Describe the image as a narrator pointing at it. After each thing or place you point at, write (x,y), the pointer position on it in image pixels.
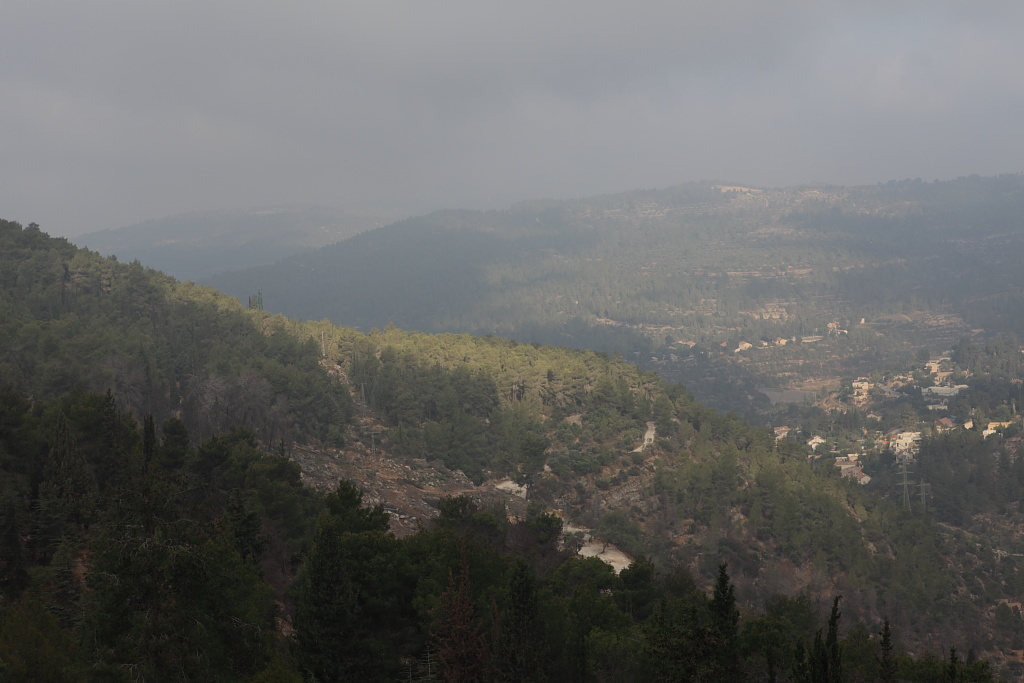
This image is taken outdoors. At the top of the image (111,87) there is the sky (370,136) with clouds (509,126). In the middle of the image (460,256) there are a few hills (329,254). There are many trees (232,540) and plants (264,500) with green leaves (380,419) on the ground (557,473). There are a few stones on the ground (686,533). There are a few houses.
